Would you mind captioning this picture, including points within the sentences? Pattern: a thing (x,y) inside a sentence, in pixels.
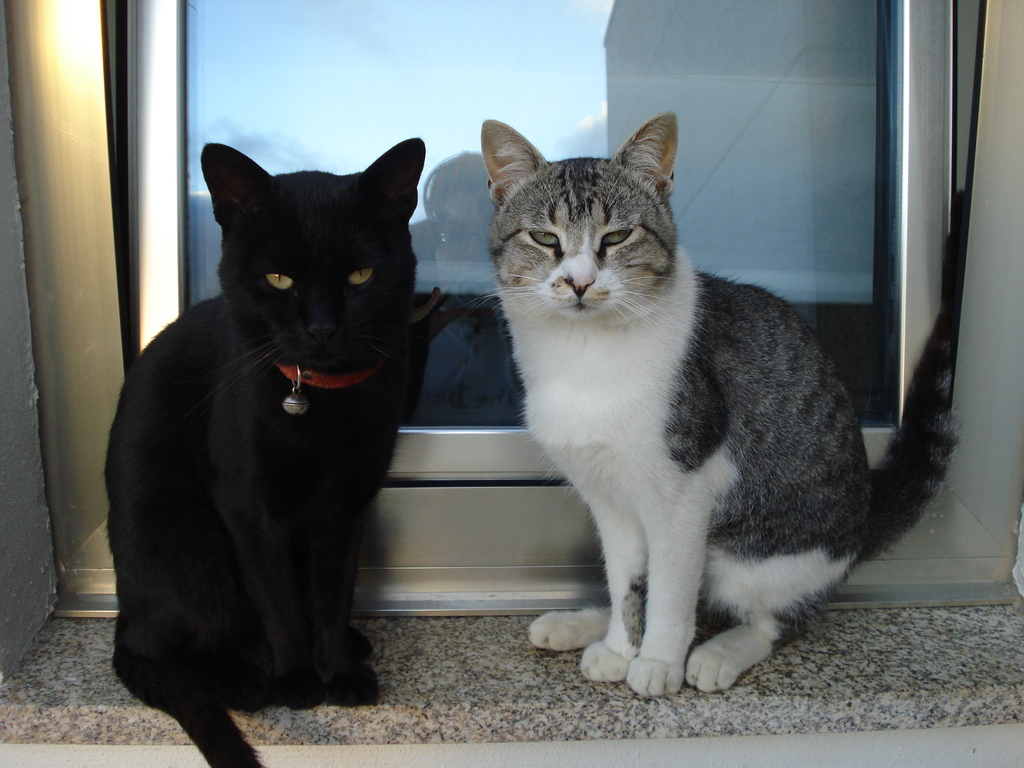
In this image I can see two cats (229,207) sitting on a window shelf (423,628). Background (524,89) there is a window (458,390) and on window glass (462,192) there is reflection (469,229) of a person (459,226).
